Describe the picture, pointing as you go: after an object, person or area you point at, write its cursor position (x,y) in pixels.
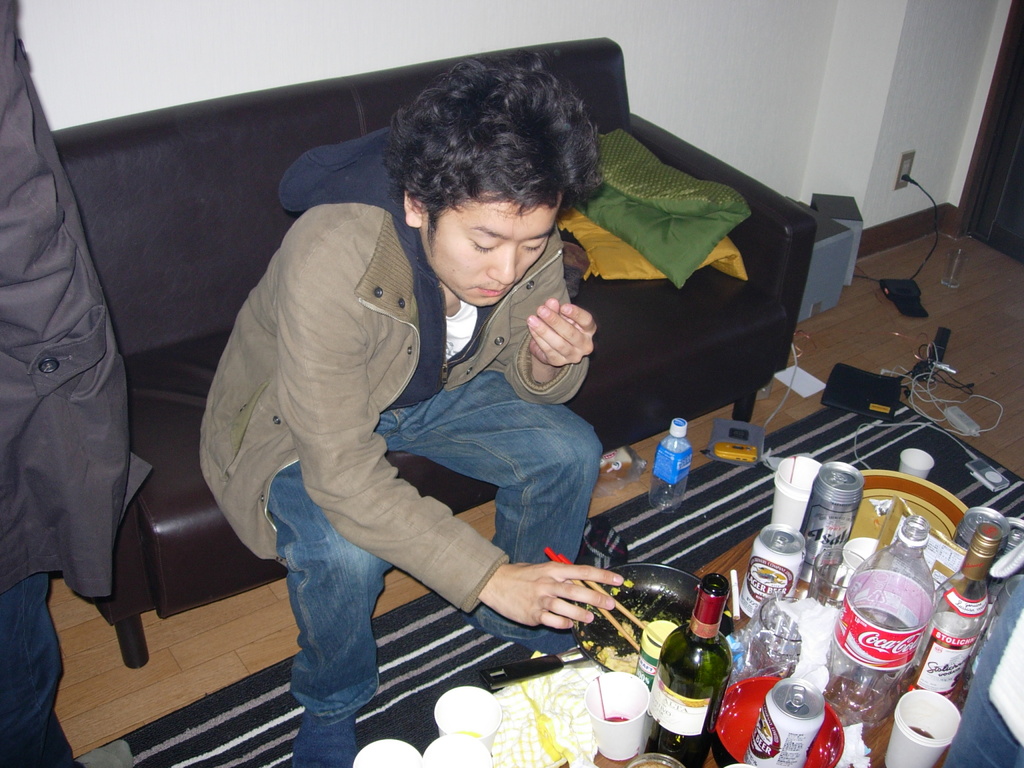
In this image I see a man (370,483) who is sitting on a couch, I can also see that he is holding the sticks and there is a table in front of him on which there are many cups (858,543), bottles (716,579) and cans (824,477). In the background (790,78) I see the wall (888,195) and speakers (825,277).
